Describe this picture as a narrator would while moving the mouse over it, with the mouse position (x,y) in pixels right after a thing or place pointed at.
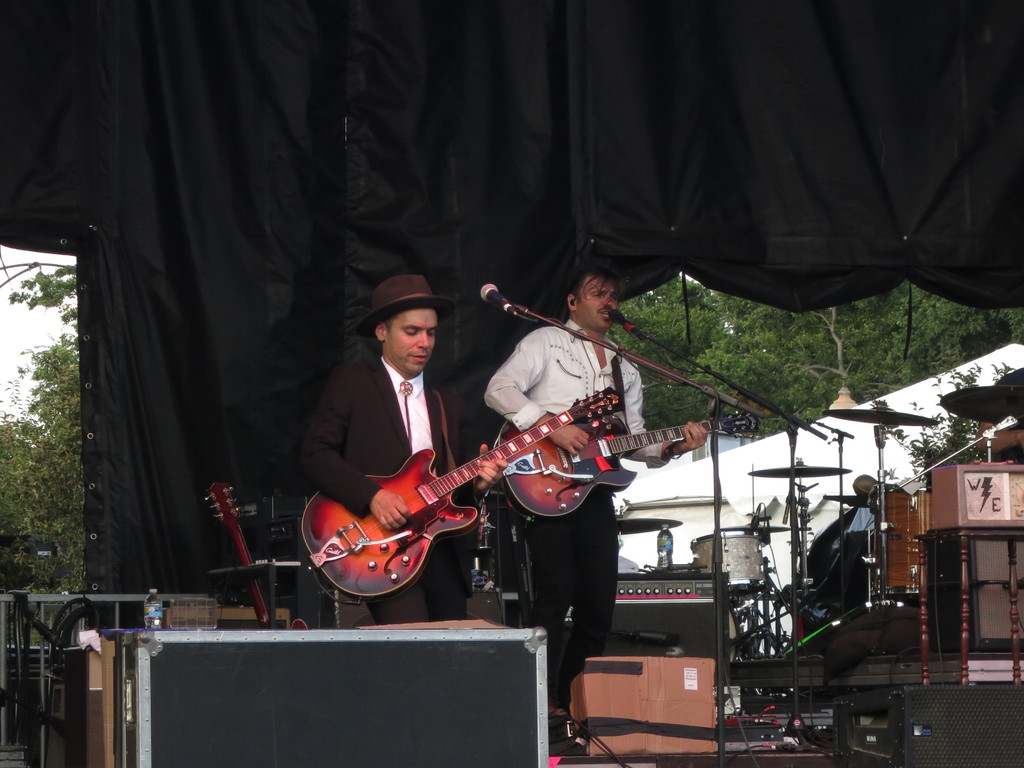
As we can see in the image there is a black color cloth (435,131). Two people (585,342) standing and holding guitars (566,466) in their hands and there is a mike (489,293) and on the right side (886,582) there are musical drums (873,567).
